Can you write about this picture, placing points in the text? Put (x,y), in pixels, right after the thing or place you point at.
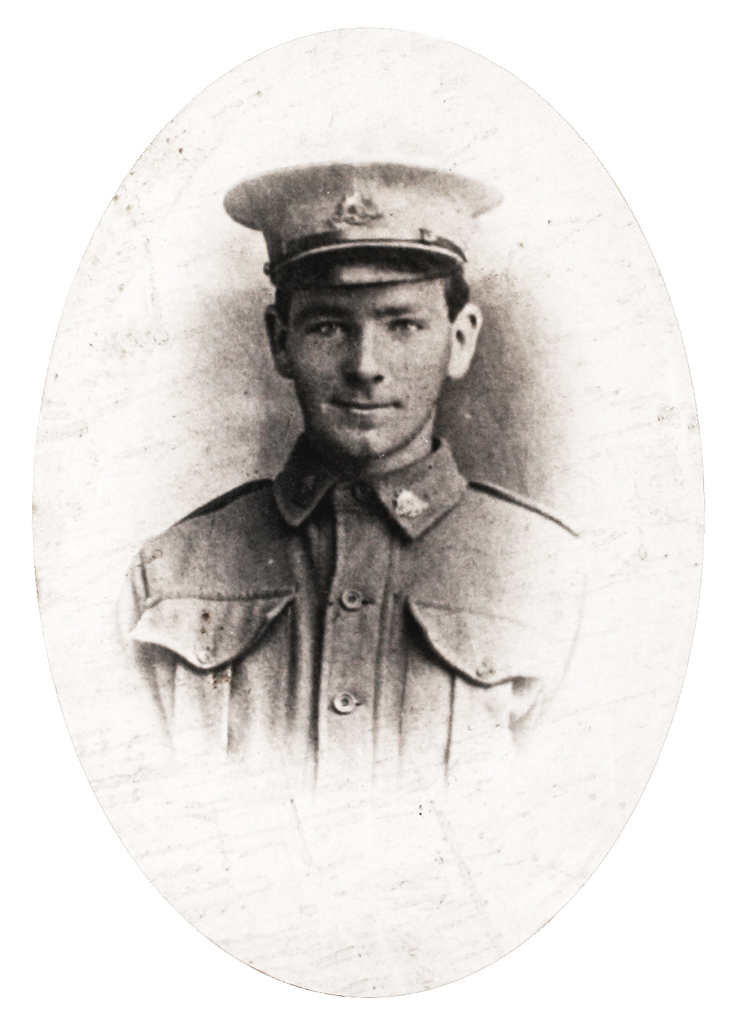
This is a black and white image, in this image there is a man (498,548).
